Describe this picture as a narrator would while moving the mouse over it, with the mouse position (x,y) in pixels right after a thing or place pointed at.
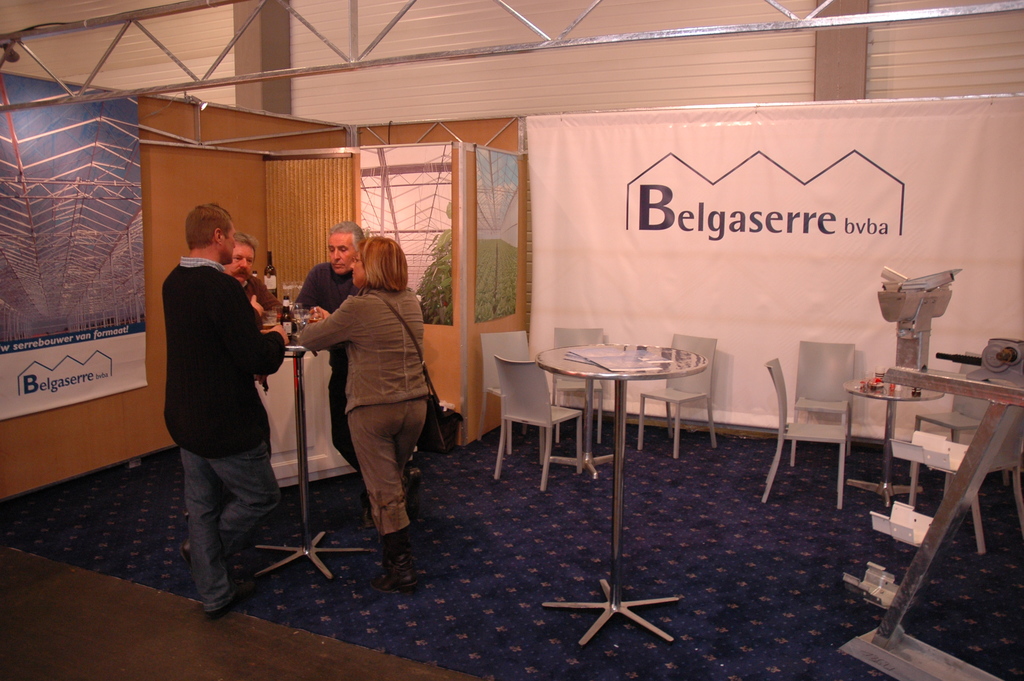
In this room (566,136) there is a table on the left (323,276) where four people (383,356) are standing around discussing something, on the table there is a bottle (290,309). On the left (187,171) there is a wooden board (146,220) having blue hoarding (66,248) and in the center (617,409) there is a table (630,377). Many chairs (554,417) are placed in the room (919,416). In the background (782,171) there is a white banner (708,231). There is a stand (956,453) in the right corner (930,525). A woman (379,331) is wearing a brown dress (397,393). This man (204,357) is wearing a black sweater (203,391).
